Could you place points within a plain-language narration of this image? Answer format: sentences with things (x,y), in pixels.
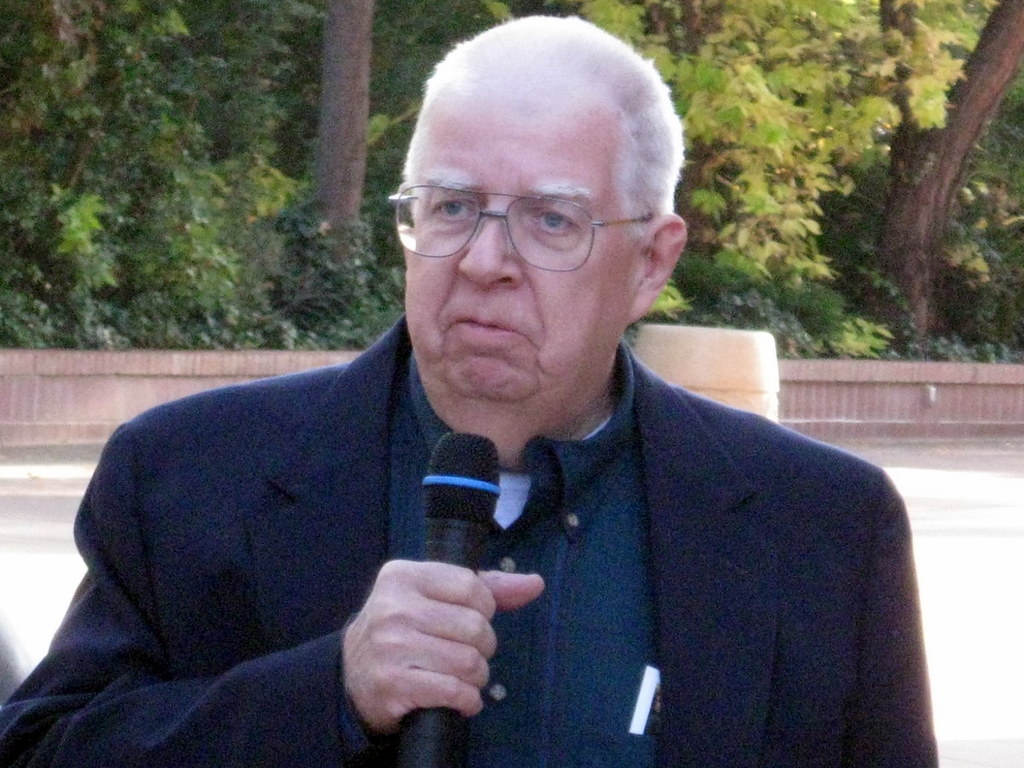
In this image we can see a person (595,465) wearing specs (565,209). He is holding a mic (488,511). In the back (93,395) there is a wall (838,411). Also there are trees (199,154).
